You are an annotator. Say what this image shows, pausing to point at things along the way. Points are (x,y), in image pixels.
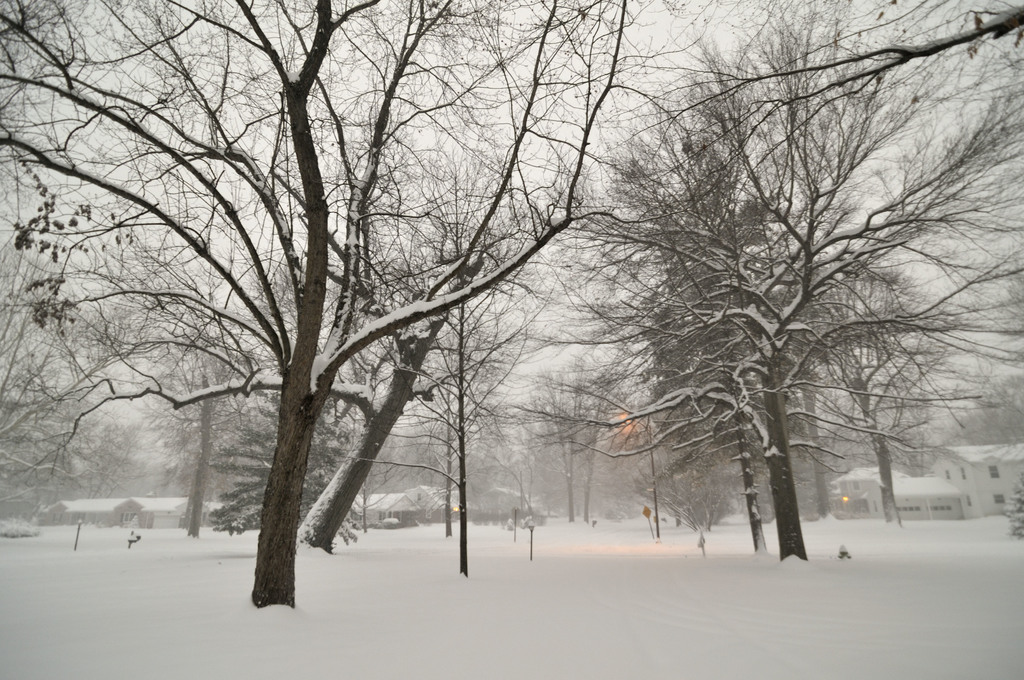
We can see snow (167,661), trees (269,326), poles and board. In the background (425,485) we can see houses (870,476) and sky (527,401).
